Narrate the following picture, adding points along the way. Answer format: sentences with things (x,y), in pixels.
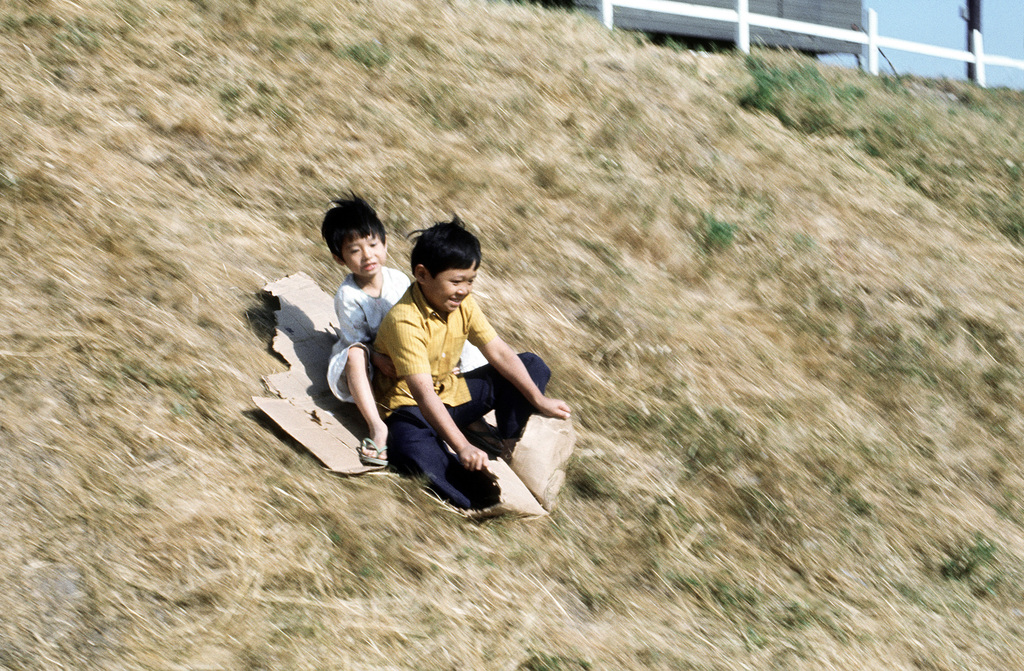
In this image I can see two children (397,326) are sitting on a card (306,376) which is placed on the ground (231,367). On the ground (175,287), I can see the grass (799,504). At the top of the image (824,25) there is a railing (826,33) and sky (927,20) and also there is a building (812,9).
